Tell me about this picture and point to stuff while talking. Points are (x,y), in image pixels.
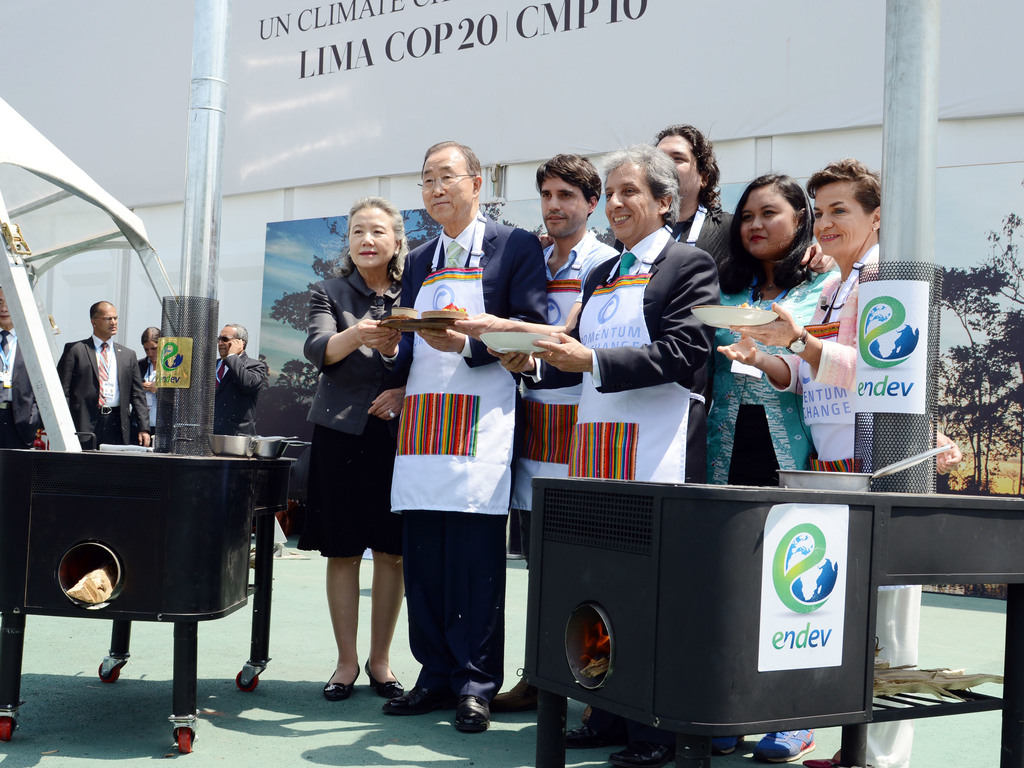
In this picture there is a man (422,266) who is wearing suit (502,266), apron (464,391), trouser (452,587), spectacle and shoe (460,707). He is holding a plate (431,319). Beside him there is another man (626,281) who is a smiling. Beside him there are two women (794,255) were standing near to the pole (860,370). They are standing near to the tables (758,566) and barbecue table (160,492). On the left (105,393) I can see the group of persons (247,354) were standing near to the partition (82,296). At the top I can see the banner (540,27). On the right (980,382) I can see the trees (986,419), sun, sky (993,252), clouds (983,243), plants (964,481) and other objects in the banner (1001,284). At the bottom (301,751) I can see the green carpet (269,741).
